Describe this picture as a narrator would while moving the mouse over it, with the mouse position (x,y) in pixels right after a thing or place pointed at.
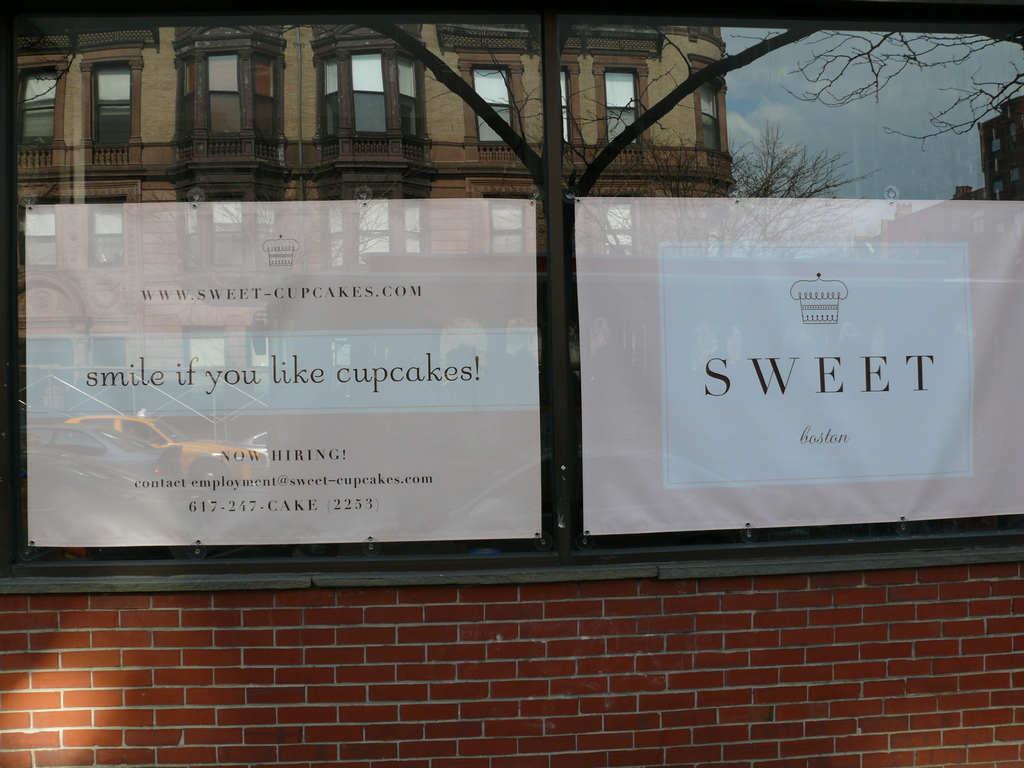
In this image we can see windows (571,370), advertisement (420,410) and wall (599,646).
